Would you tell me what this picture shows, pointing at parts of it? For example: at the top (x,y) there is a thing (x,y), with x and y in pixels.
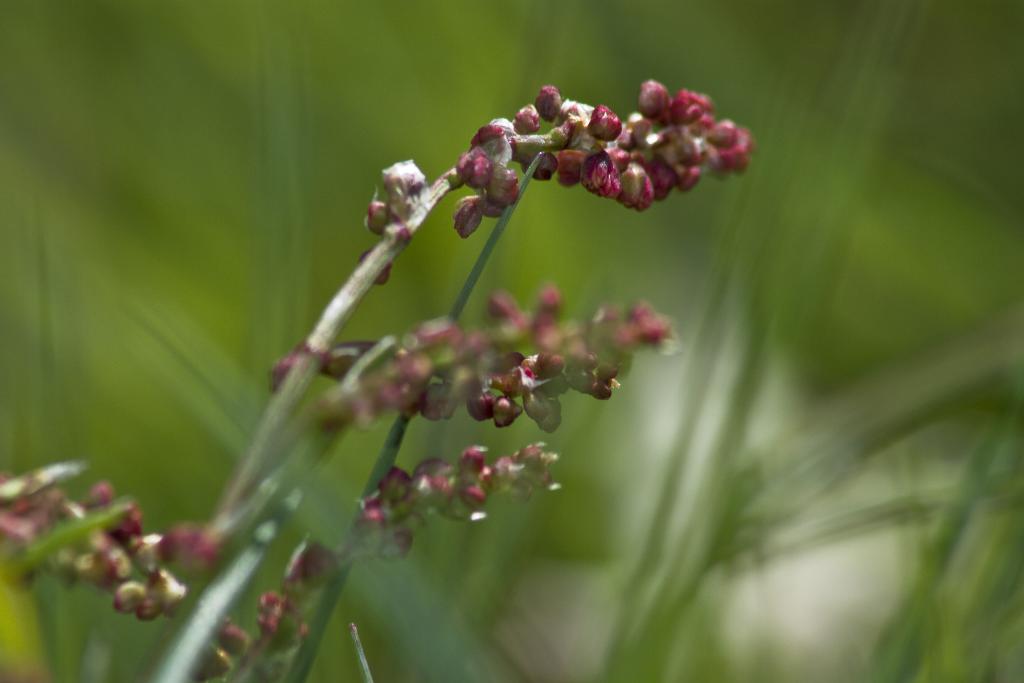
In this image we can see some buds (616,162) to the stems (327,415) of a plant (258,513).
